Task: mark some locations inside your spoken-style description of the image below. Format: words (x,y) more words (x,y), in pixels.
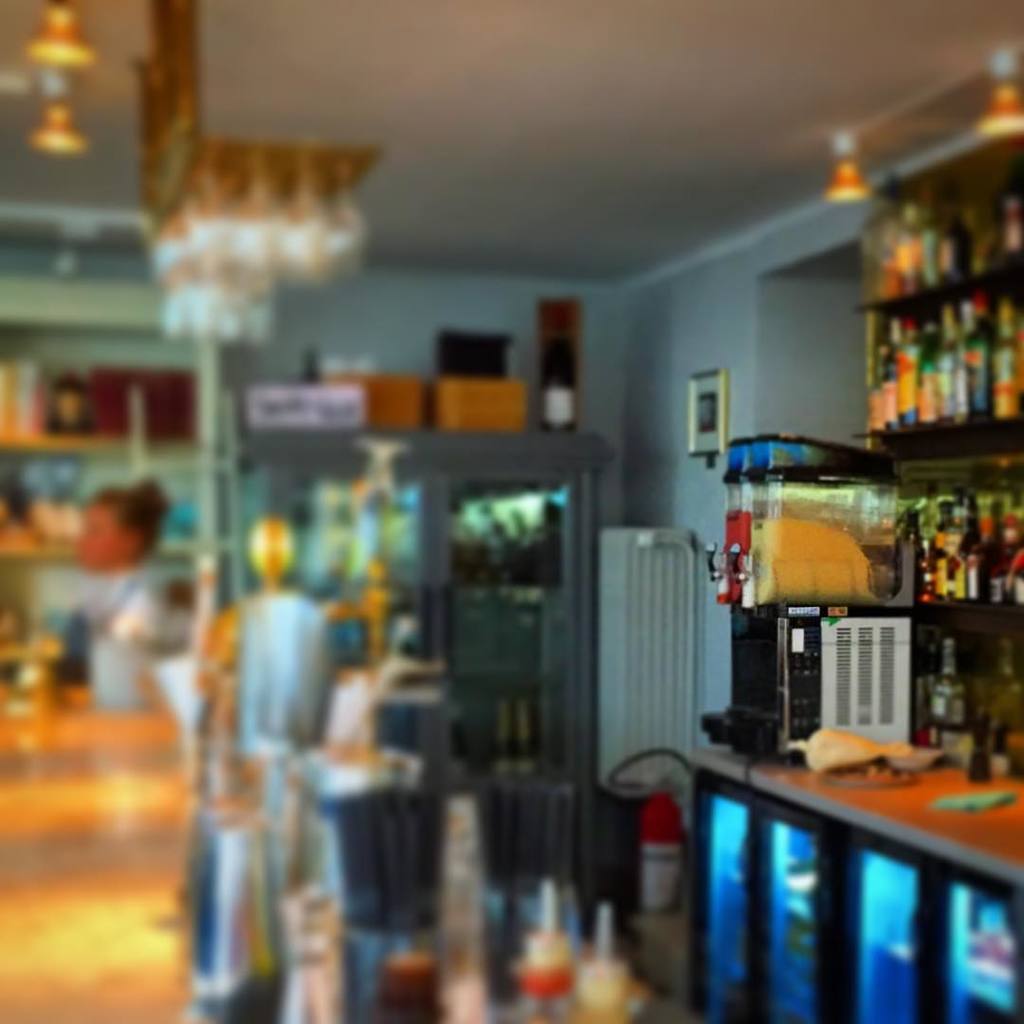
In this picture I can see on the left side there is a woman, in the middle (356,584) it looks like a refrigerator (430,614), on the right side (846,641) there is a machine (882,617) and there are bottles (950,228) on the shelves (953,457). At the top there are lights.
